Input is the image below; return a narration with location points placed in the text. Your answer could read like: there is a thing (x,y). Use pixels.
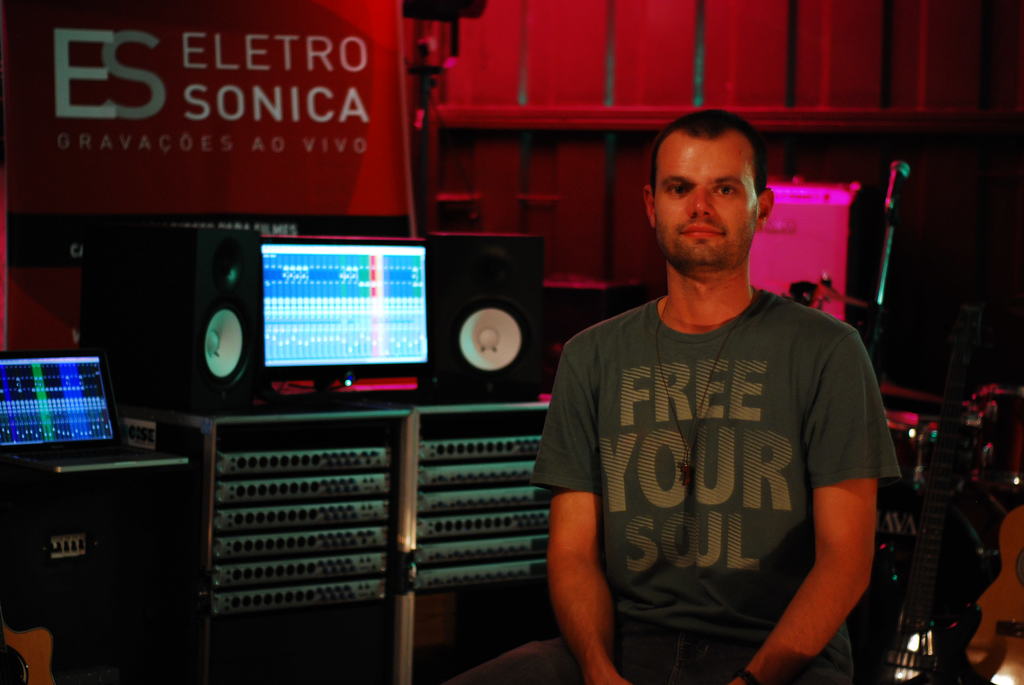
In this picture there is a man (721,399) sitting and we can see musical instruments (920,677), behind him we can see devices (317,282), laptop (85,381) and microphone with stand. In the background of the image (146,222) we can see banner (374,188).
